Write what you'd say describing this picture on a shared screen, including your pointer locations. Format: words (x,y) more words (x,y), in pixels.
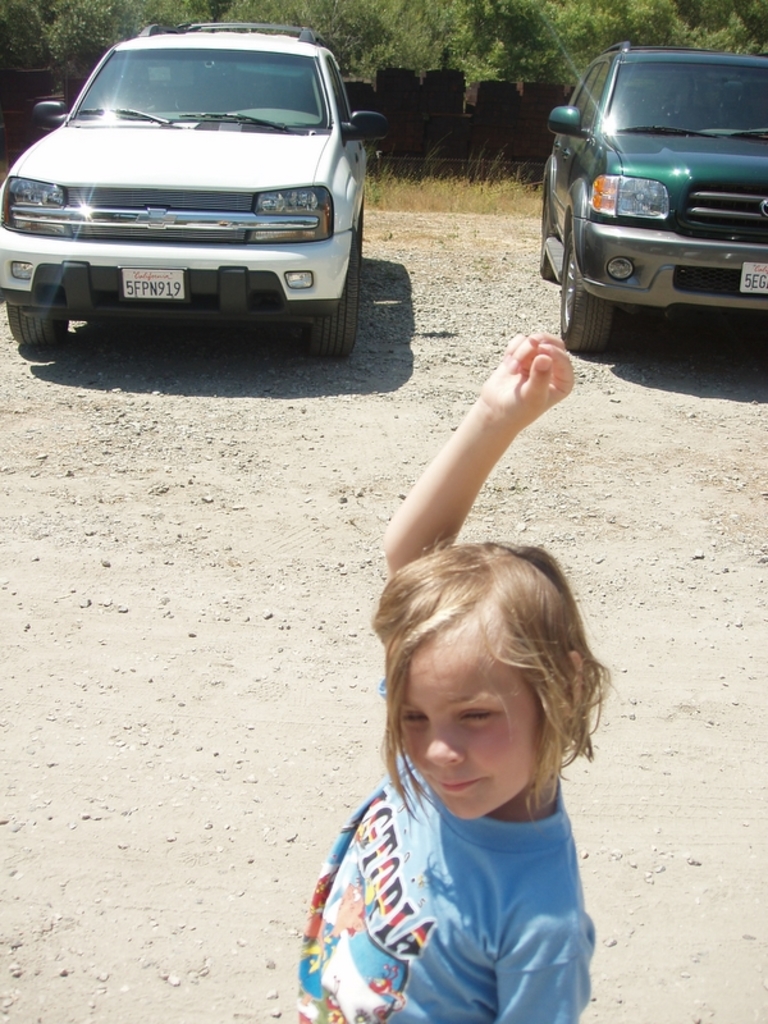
A girl (487,557) is standing, she wore blue color t-shirt (461,905), on the left side (101,251) there is a car (247,271) in white color and on the right side (669,69) there is another car (675,299) in green color.
